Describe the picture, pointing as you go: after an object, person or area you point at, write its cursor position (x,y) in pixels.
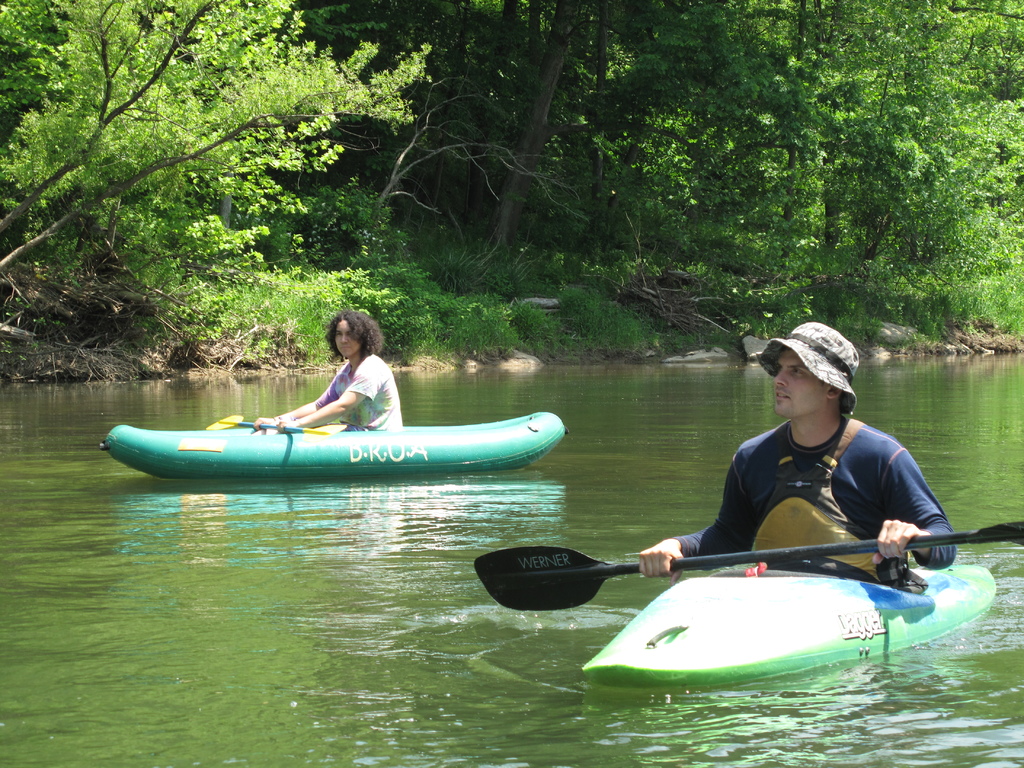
This image is taken outdoors. In the background (255,277) there are many trees (866,134) and plants (713,296) on the ground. At the bottom of the image (184,629) there is a lake (205,571) with water (572,477). In the middle of the image (542,414) two men (780,502) are sitting in the boats (788,574) and they are sailing on the lake (844,680). They are holding boat paddles (632,563) in their hands (665,549).
